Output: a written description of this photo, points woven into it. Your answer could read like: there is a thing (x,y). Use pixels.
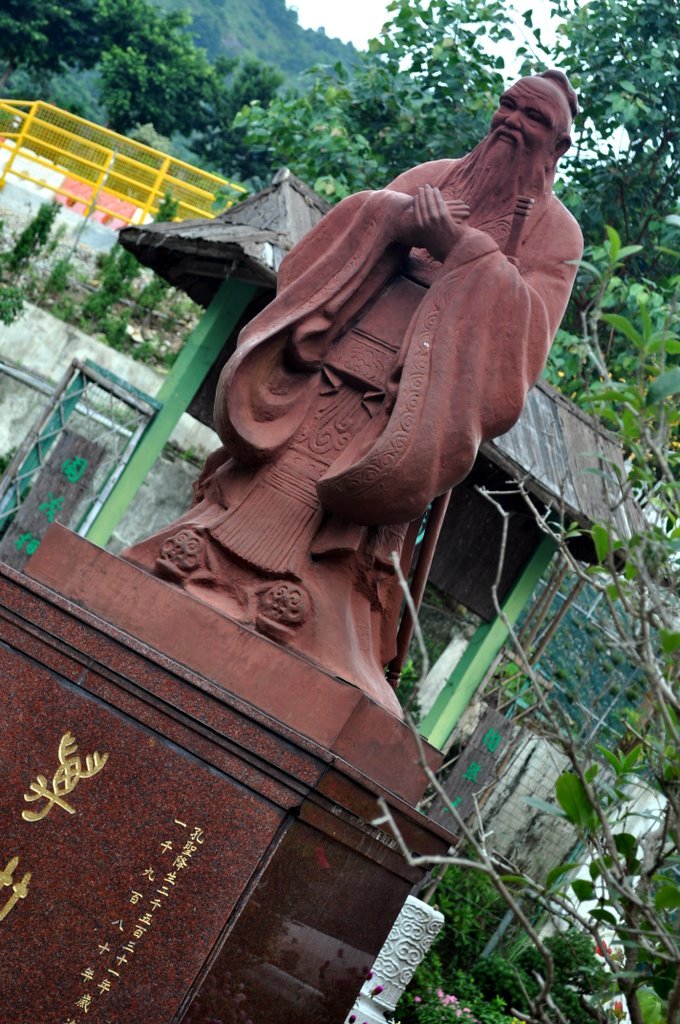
In this image, in the middle (453,420), we can see a statue (474,296). In the background (211,201), we can see a hut (239,216), trees (671,223), metal rod (94,145), grills (139,177), plants (38,219). At the top (317,1), we can see a sky (326,8). On the right side (642,375) corner, we can see some trees (575,928) and white color pole (426,940).
